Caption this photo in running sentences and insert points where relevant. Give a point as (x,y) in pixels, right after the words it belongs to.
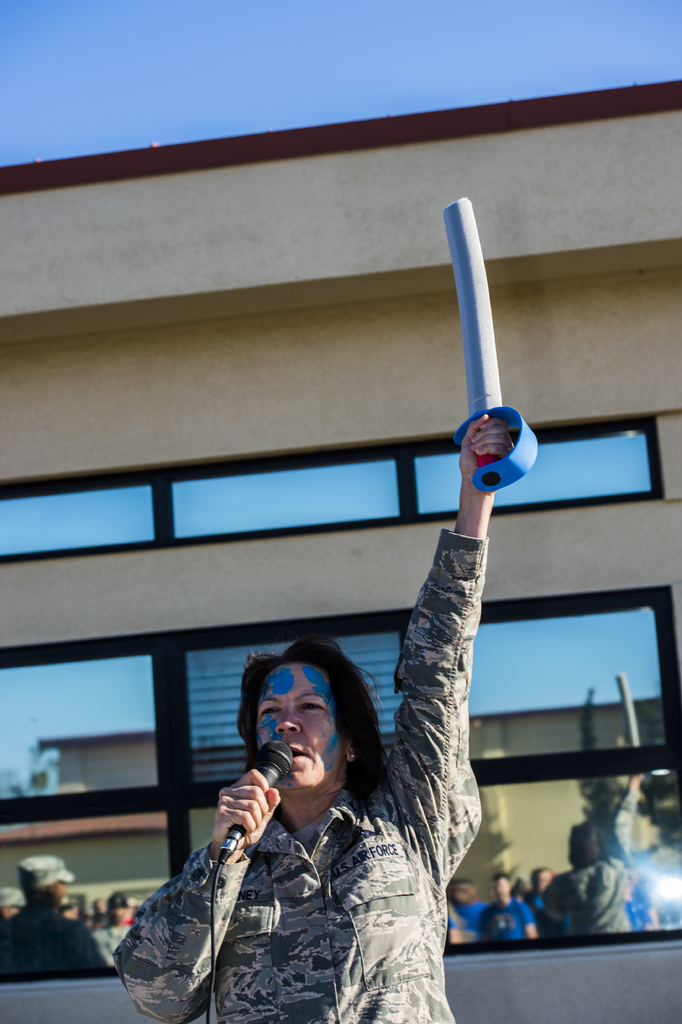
In this image I see a woman (323,727) who is holding a mic (239,826) in one hand (270,813) and a toy sword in other hand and I see that she is wearing uniform (345,801). In the background (233,759) I see the building (615,484) on which there are glasses (628,831). In the reflection I see number of people (553,877) and I see the blue sky (234,96).
